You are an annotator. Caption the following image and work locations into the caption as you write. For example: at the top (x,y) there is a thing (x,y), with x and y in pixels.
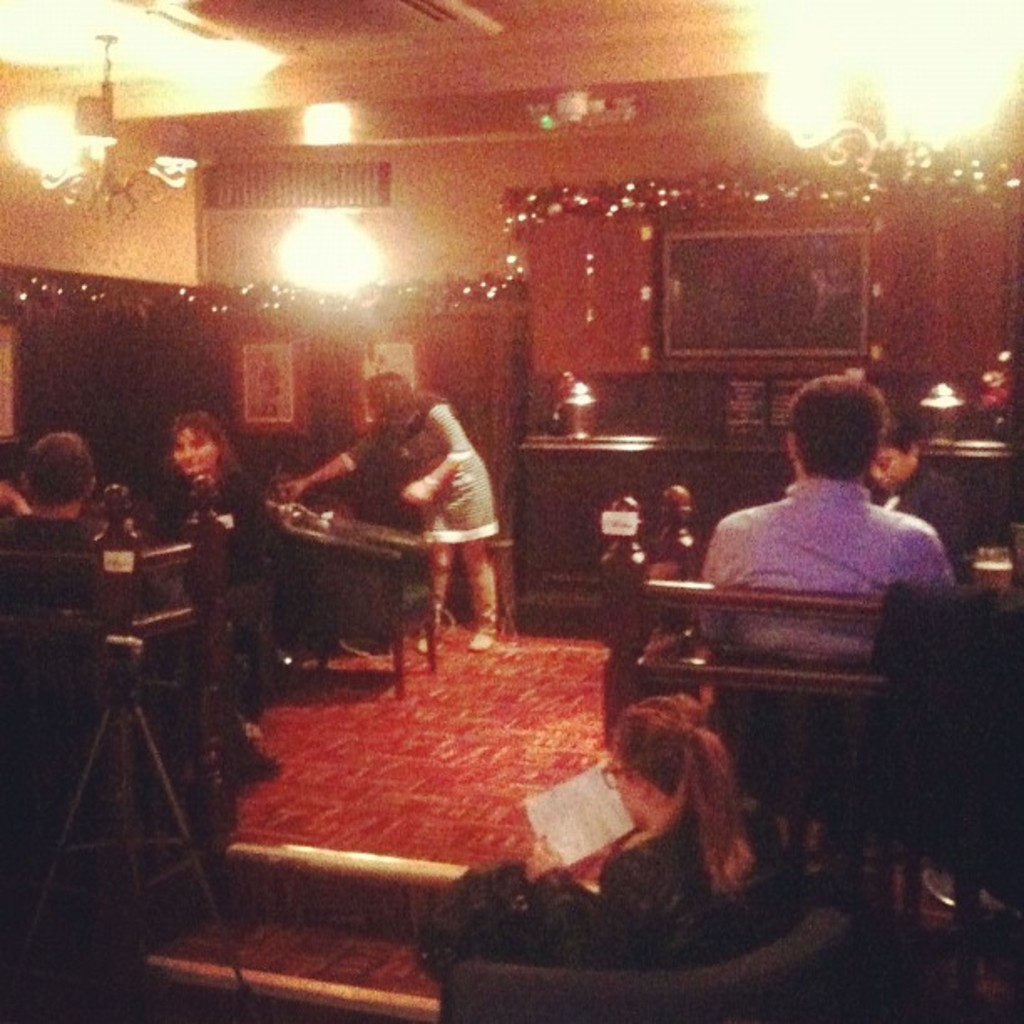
In this image there is a stand (75,802) towards the bottom of the image (135,847), there is a camera (119,663) on the stand (134,684), there is a chair (325,619), there are group of persons (758,520) sitting on the chair (192,523), there is a woman (438,538) standing, there is a woman (619,921) sitting, she is holding a paper (602,806), there is a wall (624,485), there are objects (714,272) on the wall (806,215), there are lights (61,155), there are tables (650,476), there are objects (936,410) on the table (543,437), there is roof (386,38) towards the top of the image (481,24), there is an object (470,18) towards the top of the image (452,14).
